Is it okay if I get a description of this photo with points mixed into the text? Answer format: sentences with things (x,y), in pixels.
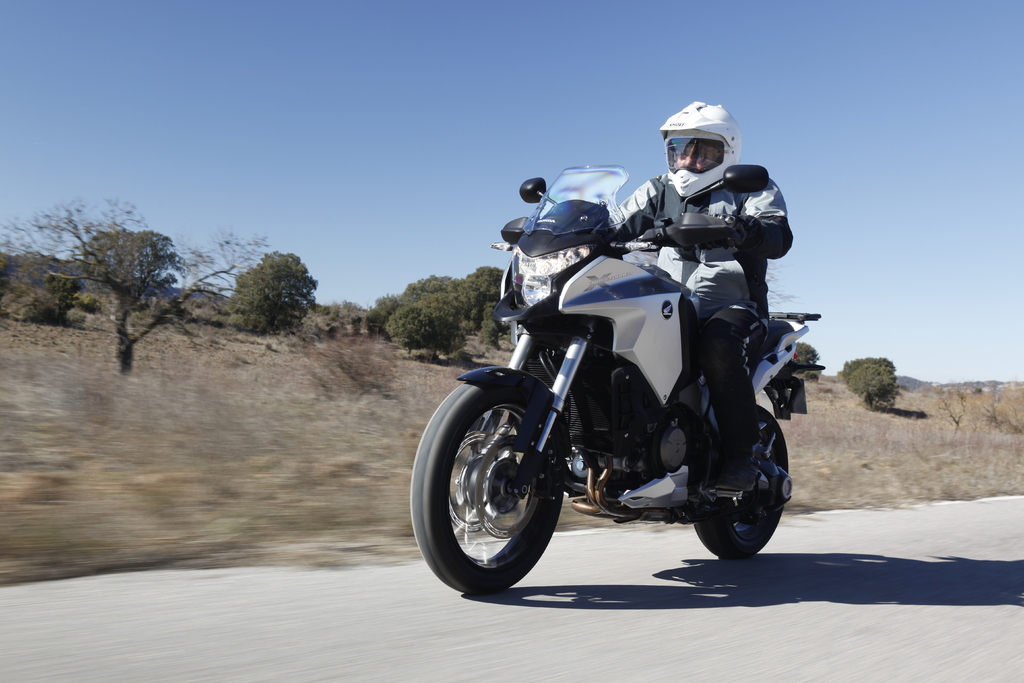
In the image we can see there is a person (751,232) sitting on the bike (692,399) and he is wearing helmet (723,143). Behind there are trees (435,345) and there is a clear sky (979,358).
